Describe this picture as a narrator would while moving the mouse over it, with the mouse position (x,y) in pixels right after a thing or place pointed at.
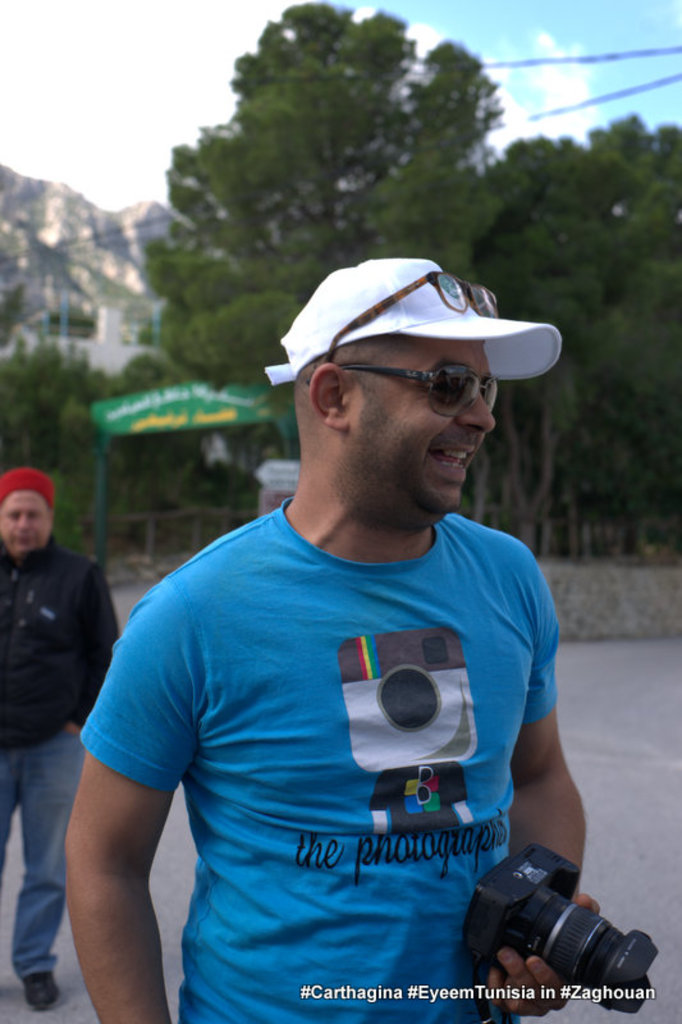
In the middle of the image (373,362) a man (521,559) is standing and holding a camera (609,985) and smiling. Behind him there are some trees (219,199) and there is a hill (54,260). Bottom left side of the image (71,737) there is a man (35,552) standing. Top right side of the image (570,72) there is a sky (500,83). Top left of the image (164,126) there are some clouds (158,22).
